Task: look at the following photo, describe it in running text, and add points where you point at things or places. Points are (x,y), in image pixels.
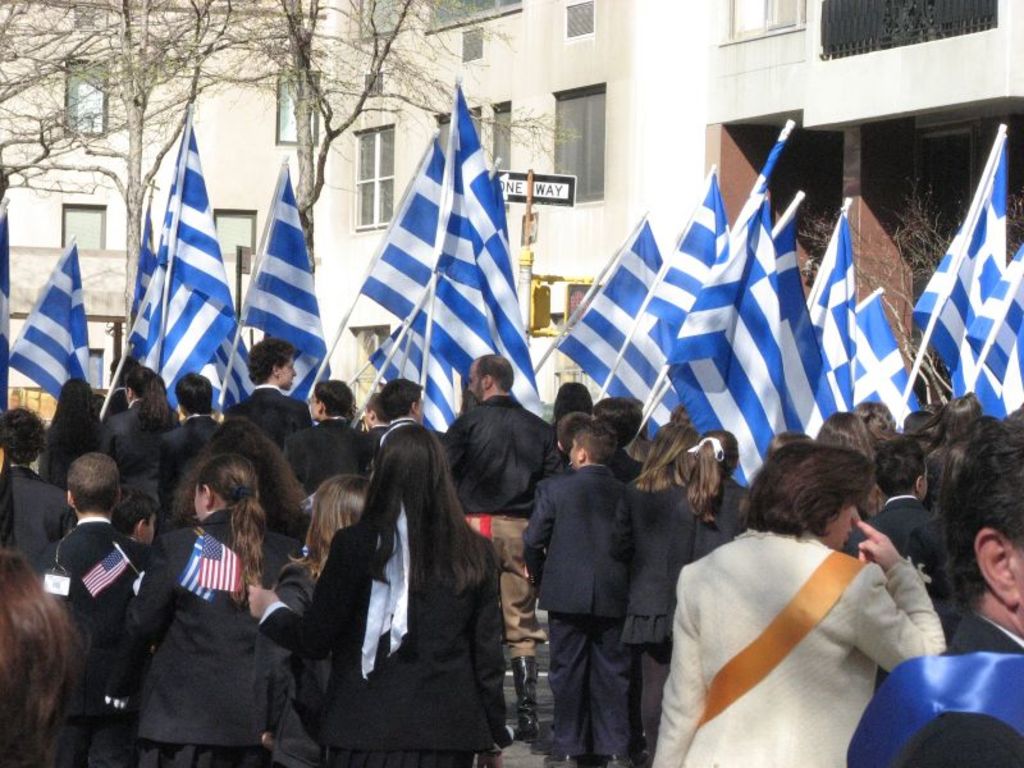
In the foreground of this image (385,495), there are people (876,705) standing and holding flags (835,283). In the background (309,40), there are trees (304,32) and the buildings (671,102) and we can also see a signboard (511,200).
